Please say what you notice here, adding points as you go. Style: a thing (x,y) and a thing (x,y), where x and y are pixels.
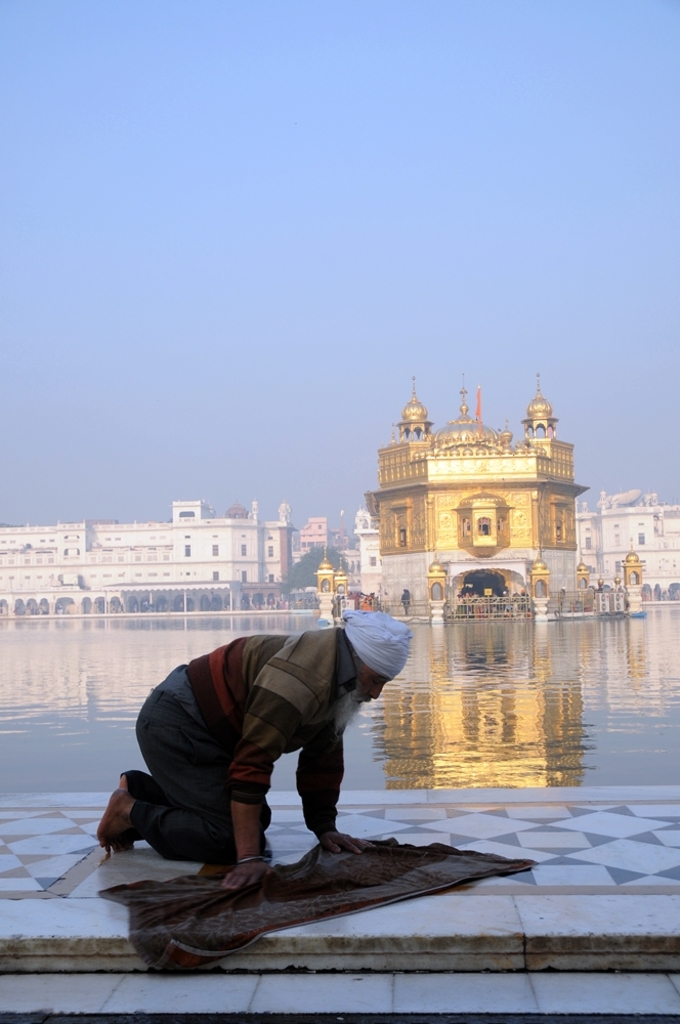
In this given image, We can see a small lake (305,625) and a person (211,688) in kneeling position after that, We can see a temple (476,482), buildings (49,580), few trees (303,563) next, We can see a mat (301,889), floor (460,836).
